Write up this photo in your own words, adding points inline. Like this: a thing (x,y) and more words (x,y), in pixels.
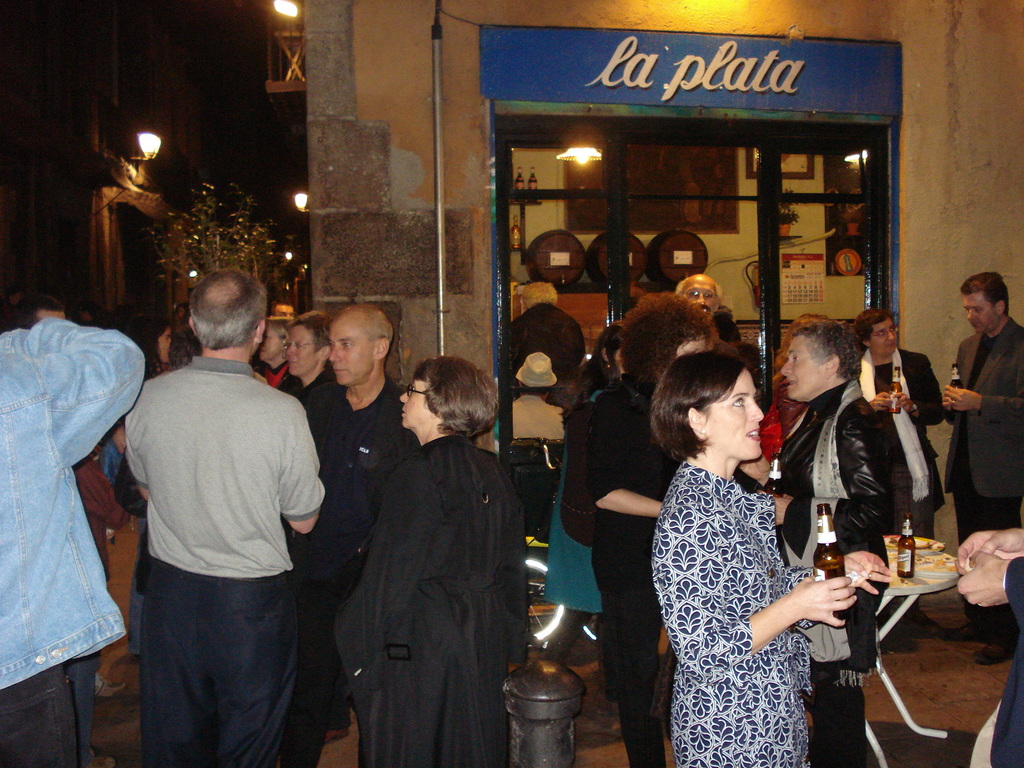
In this picture we can see a group of people (297,446) standing on the ground (610,733), bottles (899,391), table (895,617), barrels (672,250), frames (737,157), calendar (811,264), house plants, lights (846,157), buildings (170,181), trees (213,208) and some objects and in the background (193,153) it is dark.
